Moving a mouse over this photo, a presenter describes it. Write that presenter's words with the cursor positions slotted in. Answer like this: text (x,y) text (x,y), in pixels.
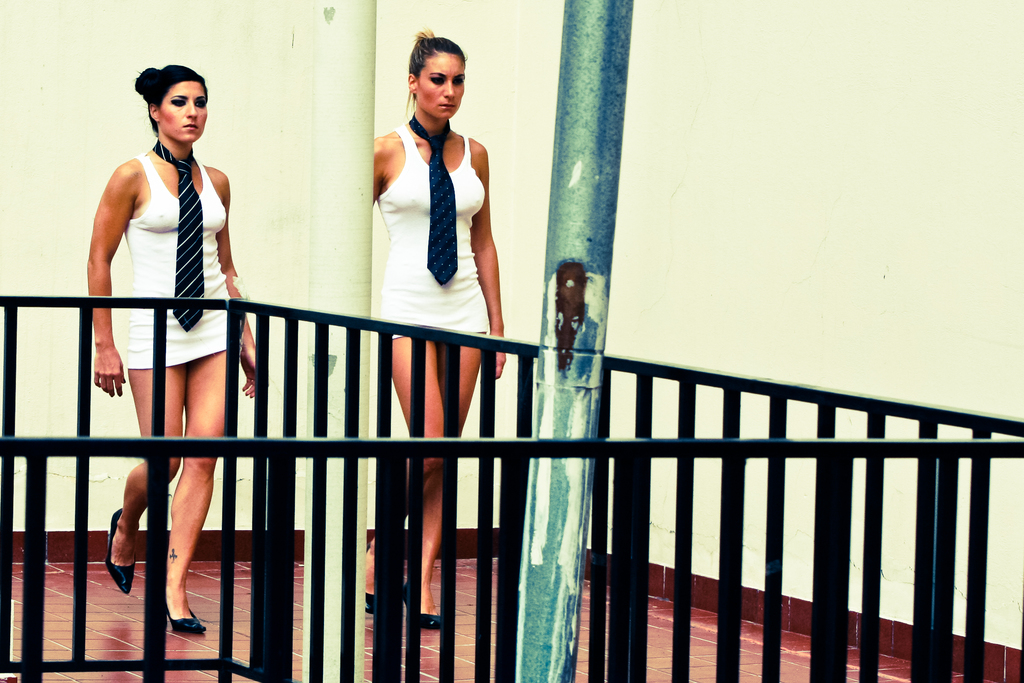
This image is taken indoors. In the background (817,277) there is a wall (640,136). In the middle of the image (443,296) two women (252,374) are walking on the floor (16,594). There is a pillar (340,186). There is a railing (935,603) and there is a pole (577,261).
